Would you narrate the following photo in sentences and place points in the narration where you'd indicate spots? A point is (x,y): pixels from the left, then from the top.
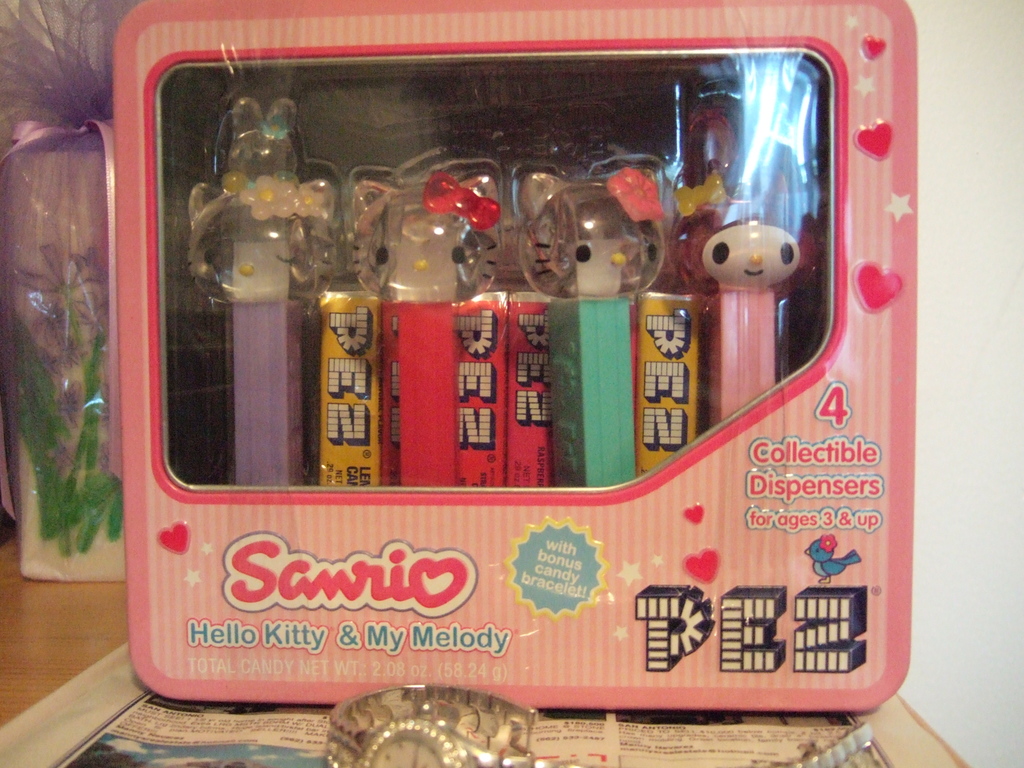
In the picture there is a collection of hello kitty candy dispensers (386,227) kept inside a box (435,585) and the box (362,599) is kept on a table (21,601) beside the box (429,669) there is a watch (339,707) and a flower vase (70,325).
